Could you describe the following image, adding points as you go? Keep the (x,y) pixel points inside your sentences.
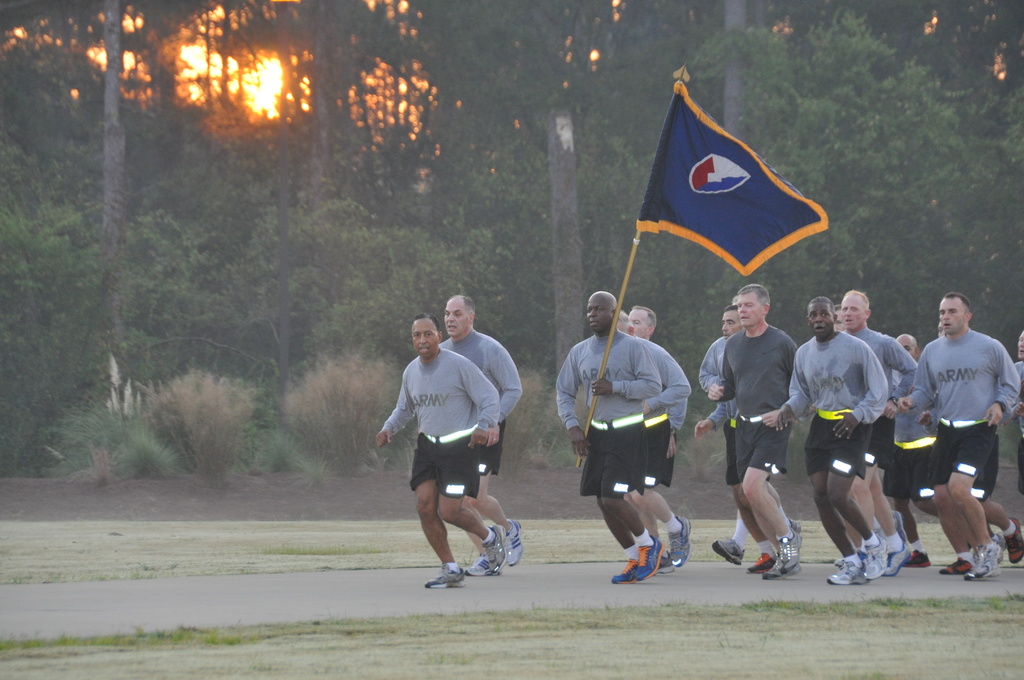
People (407,403) are running wearing grey t shirts (628,390) and black shorts (491,449). A person (609,295) is holding a blue flag (695,178). There are trees (382,102) at the back (382,102) and there is sun (263,93).
